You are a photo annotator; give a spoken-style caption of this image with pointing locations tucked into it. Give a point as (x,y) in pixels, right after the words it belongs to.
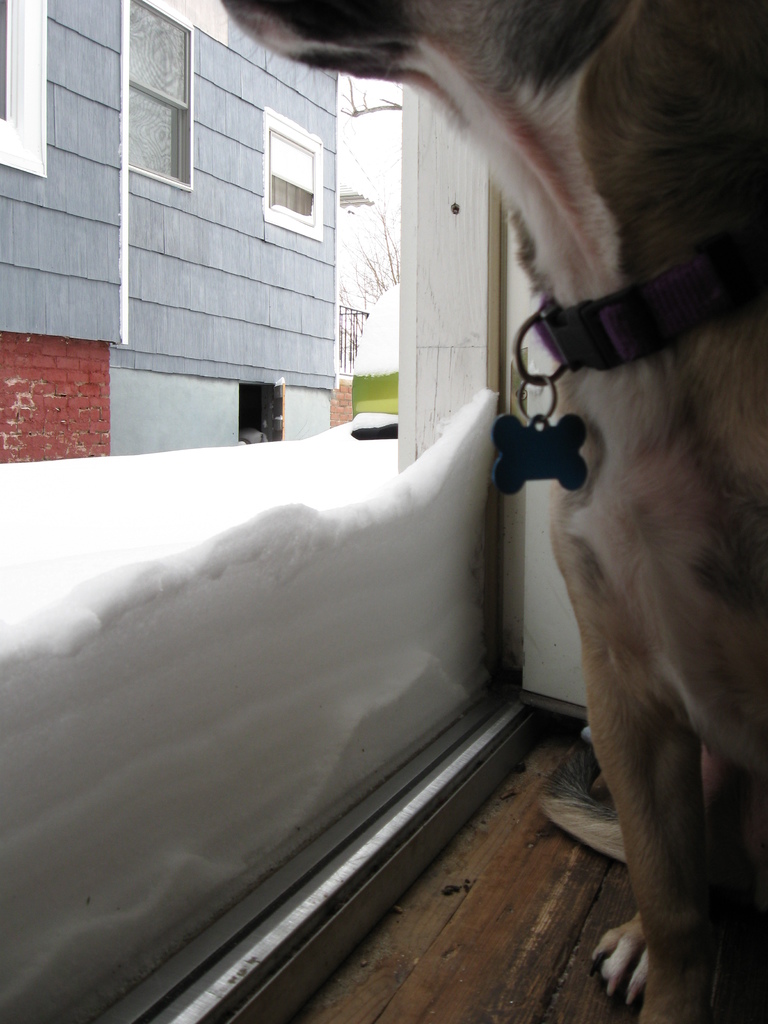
Here in this picture, in the front (582,360) we can see a close up view of a dog (610,271) present on the floor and we can see a belt (612,355) around its neck (727,333) and in the front (422,330) we can see a glass window (319,118), through which we can see snow (213,597) present on the ground (312,456) outside and we can also see a house (156,434) with number of windows (23,93) present and we can see some bare trees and we can see the sky (378,178) is cloudy.
